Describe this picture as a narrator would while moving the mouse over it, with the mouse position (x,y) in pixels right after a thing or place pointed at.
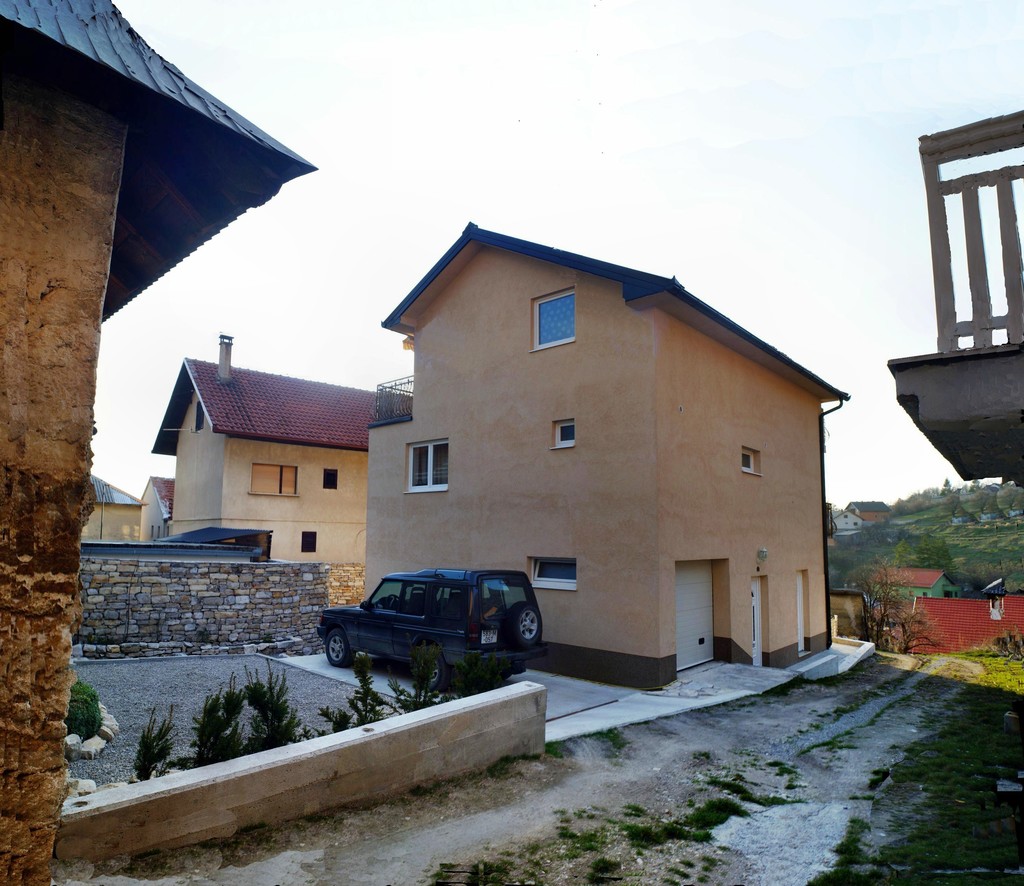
This picture is clicked outside. In the center (512,586) we can see a car (347,621) parked on the ground (338,668) and we can see the plants (480,685), houses (589,649) and some other items (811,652). In the background (362,160) we can see the sky (424,112), trees (946,503) and some houses (960,517) and the green grass (978,730).
